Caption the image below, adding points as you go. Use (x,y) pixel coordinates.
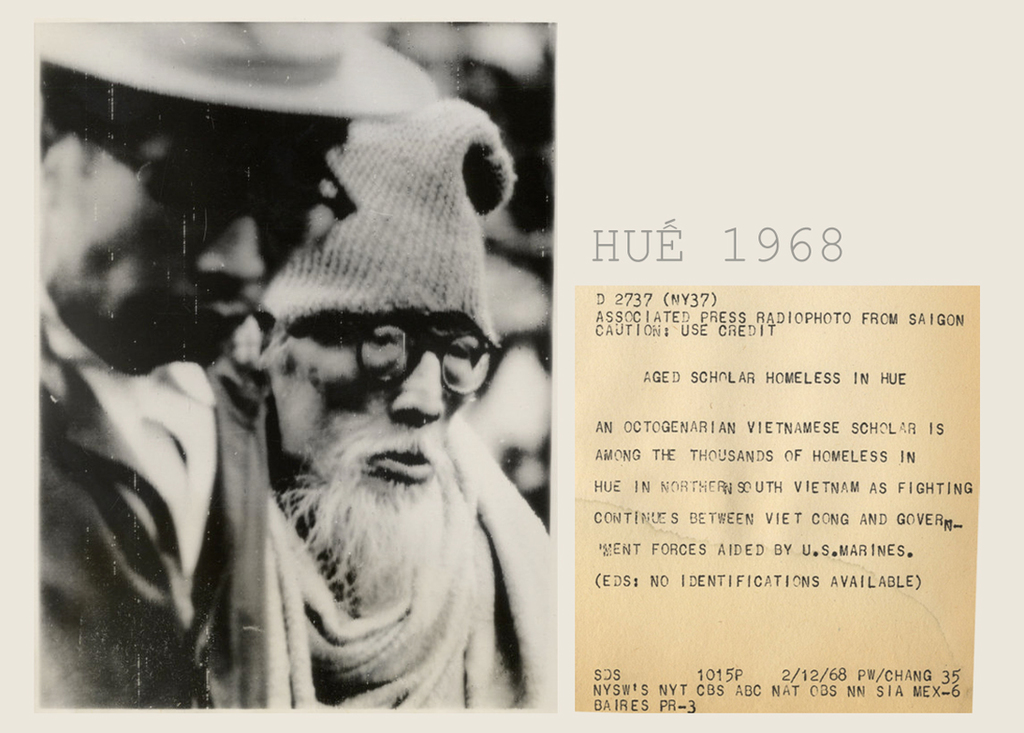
This is the picture of a paper (705,496) in which there is a picture (282,422) of two people (328,276) and something written in the right side of the picture (897,641).
